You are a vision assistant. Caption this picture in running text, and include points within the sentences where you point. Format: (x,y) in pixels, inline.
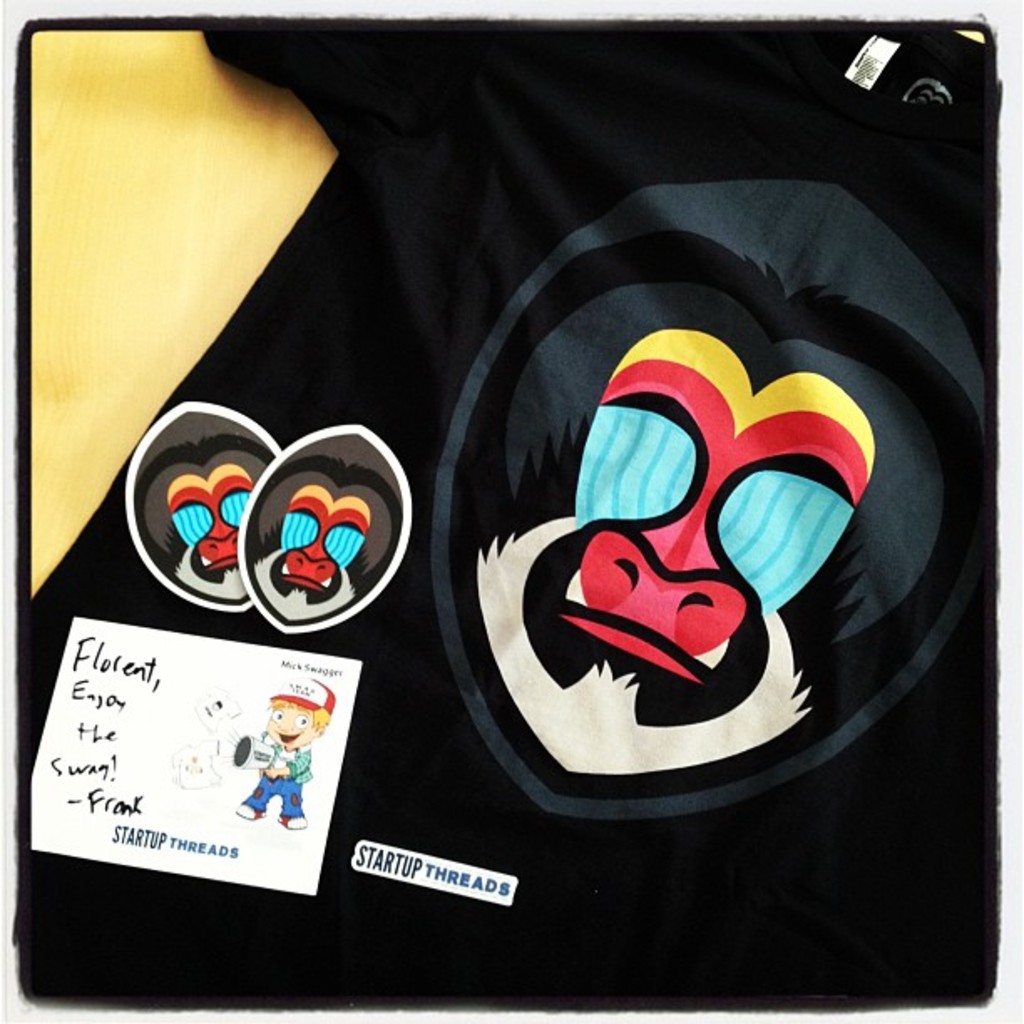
In the foreground of this image (456,405), there is a black T shirt (390,292) on the surface (213,164) on which symbols (483,565) of monkeys (376,583) and a white rectangle box poster (328,806) on it.
